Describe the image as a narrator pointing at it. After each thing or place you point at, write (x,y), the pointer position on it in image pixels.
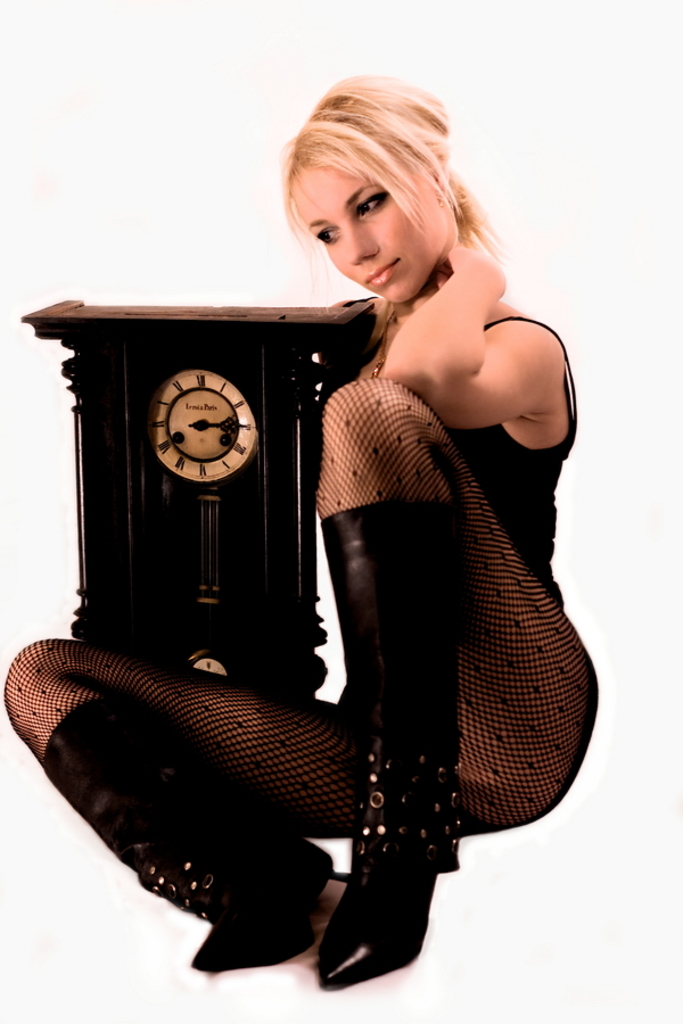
In this picture there is a woman (487,563) sitting beside the wooden clock (200,479) and looking on the left side (145,361). Behind there is a white background (487,72).
